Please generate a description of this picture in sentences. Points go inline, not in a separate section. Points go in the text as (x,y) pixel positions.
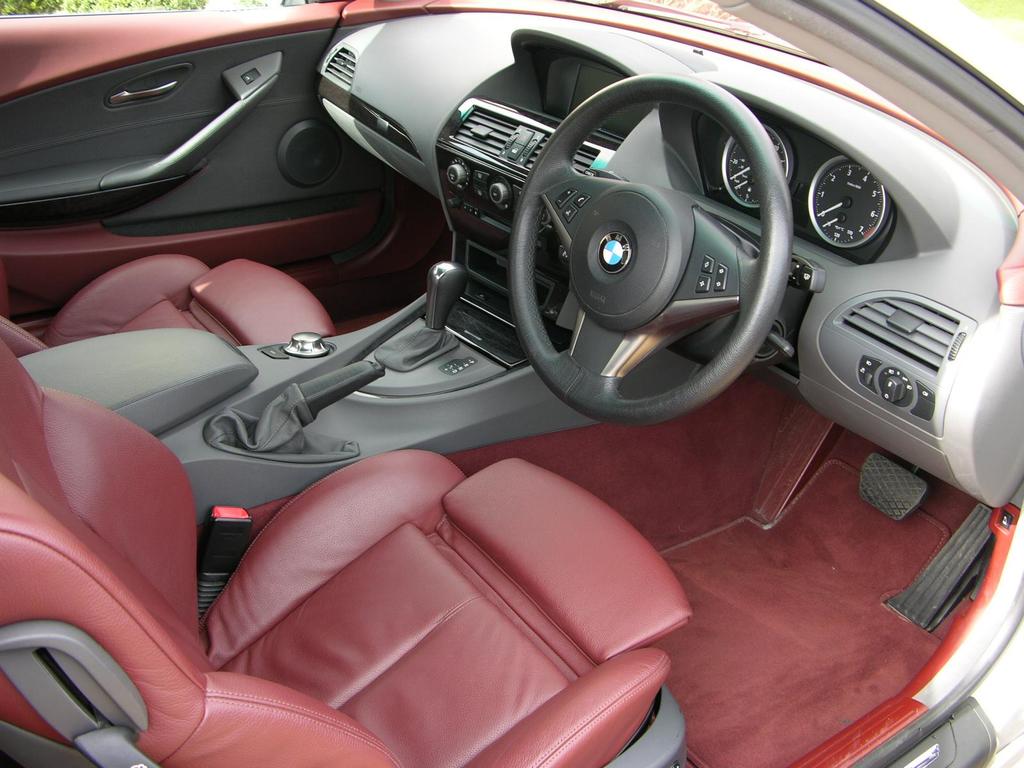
This is a inside view of a car (206,449) as we can see seats (244,307), a gear rod (437,313), steering (724,354) and deck (817,121) and meters (841,183).
